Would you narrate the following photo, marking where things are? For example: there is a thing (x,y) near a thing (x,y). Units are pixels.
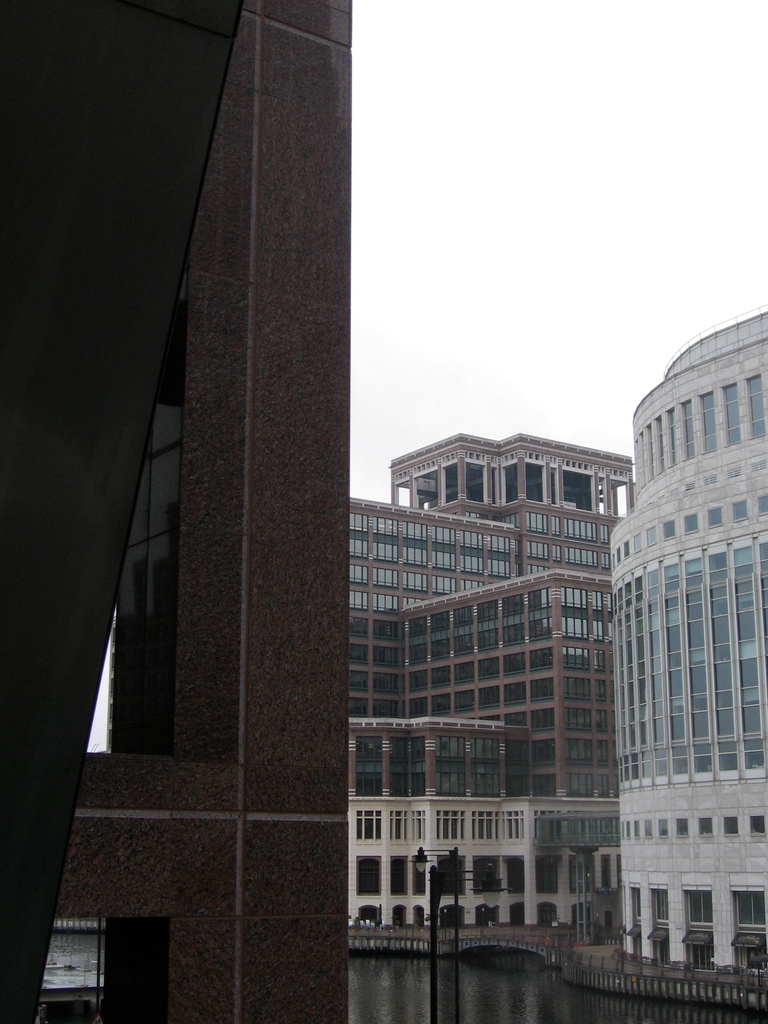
In this picture we can see the buildings (626,714). On the left side of the image (77,641), there is an architecture (194,678). At the bottom of the image (516,996), there are poles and water (519,985). At the top of the image (449,193), there is the sky (449,193).
